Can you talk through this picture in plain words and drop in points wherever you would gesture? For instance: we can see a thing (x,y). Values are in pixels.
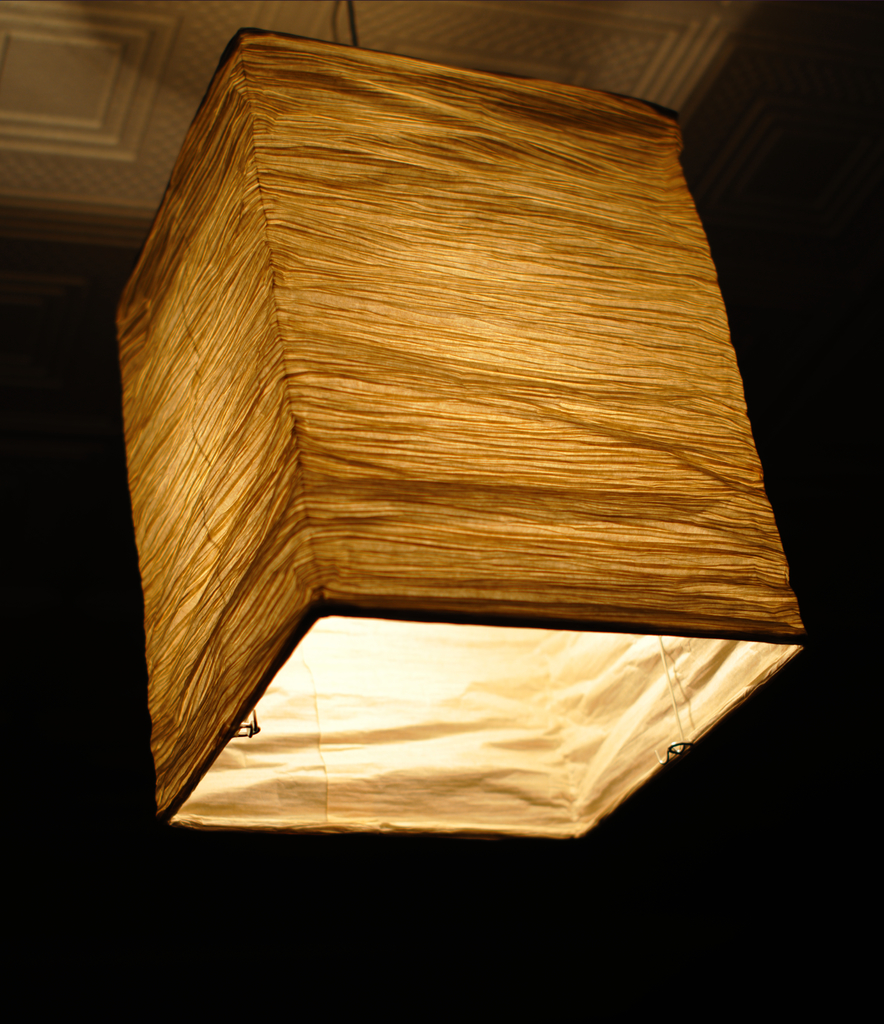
This is the picture of a room (807,511). In this image there is a cloth (674,673) around the light (439,473). At the top (70,22) there is a ceiling (182,46).
